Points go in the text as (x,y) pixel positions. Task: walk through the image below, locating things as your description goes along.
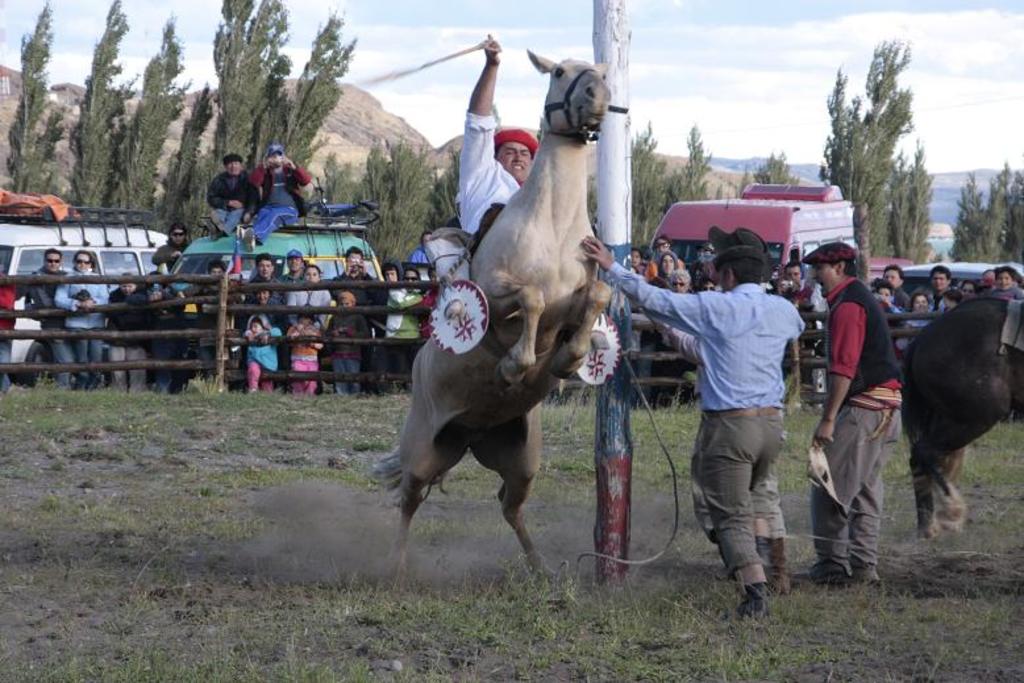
In this picture I can see a man (438,253) riding the horse (501,305) in the middle (532,294), beside him few men (851,376) are standing and there is a pole (616,392), in the background (387,383) there is a wooden fence (82,368). A group of people (157,282) are standing and looking at this person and also I can see few vehicles (808,214), trees (447,212). At the top (435,75) I can see the sky (362,62).
